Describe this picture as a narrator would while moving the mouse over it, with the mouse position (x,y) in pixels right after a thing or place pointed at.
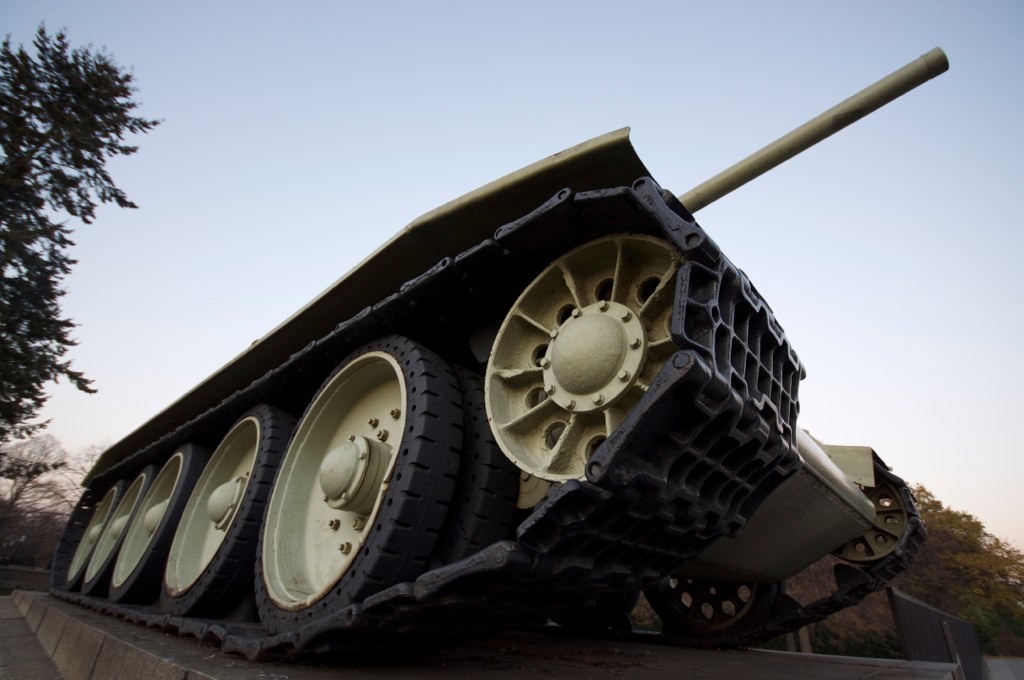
In the center of the image (436,340) we can see a tank (452,358). In the background of the image (957,569) we can see the trees (916,589). At the bottom of the image (543,642) we can see the floor (907,667). At the top of the image (415,118) we can see the sky (551,87).
